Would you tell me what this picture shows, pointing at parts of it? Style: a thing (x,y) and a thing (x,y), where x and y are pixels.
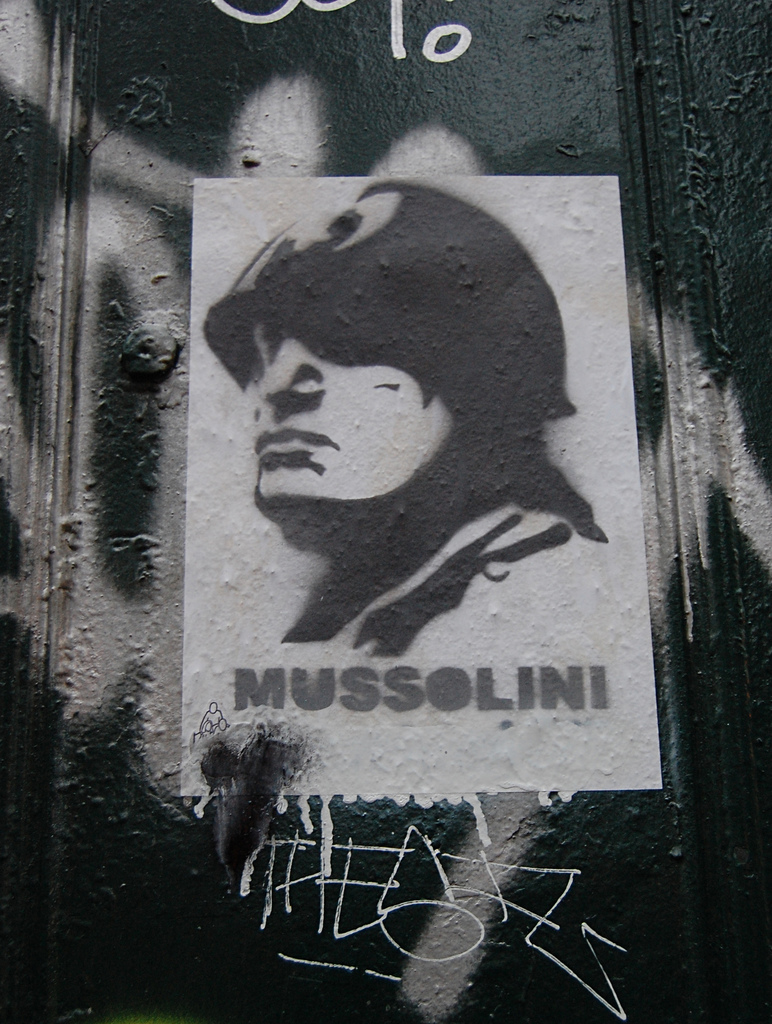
This is a black and white picture. In this picture, we see the poster (423,614) of the man (274,475) is pasted on the wall (150,638). In the background (185,201), we see a wall (459,871). We see some text (401,882) written on the wall (472,864).
